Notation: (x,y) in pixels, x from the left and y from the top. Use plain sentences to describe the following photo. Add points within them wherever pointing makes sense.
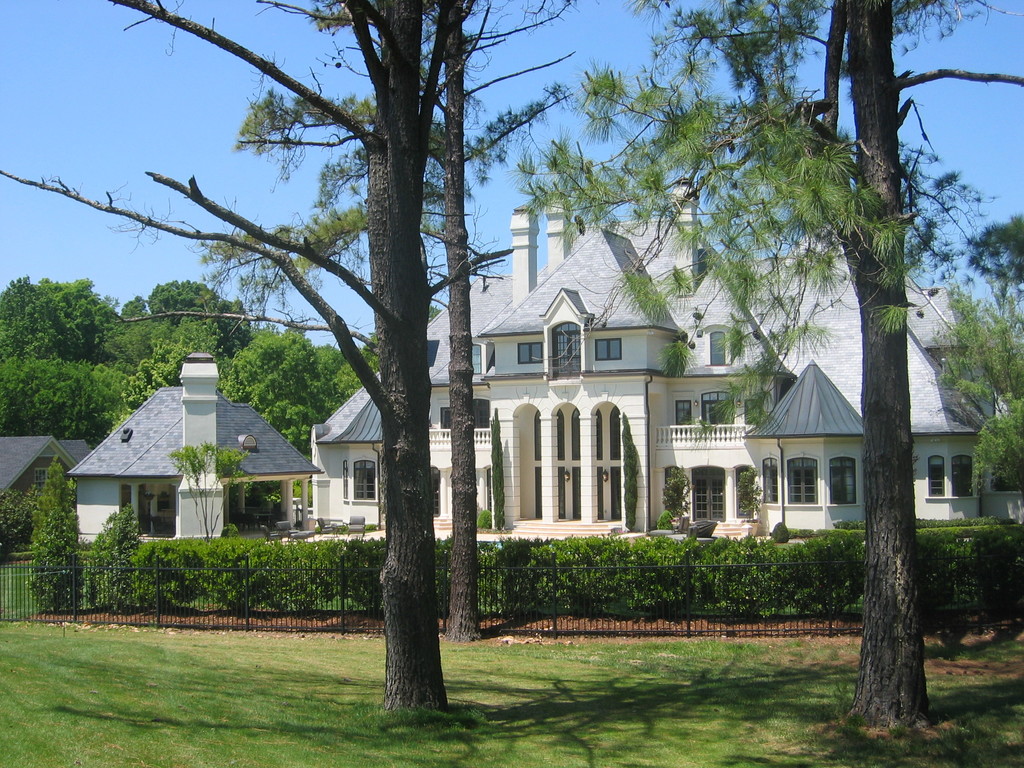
In this picture I can see buildings (493,390), trees (3,341) and I can see plants (23,551) and a metal fence (970,570) and I can see grass (552,718) on the ground (623,723) and a blue sky (58,3).
